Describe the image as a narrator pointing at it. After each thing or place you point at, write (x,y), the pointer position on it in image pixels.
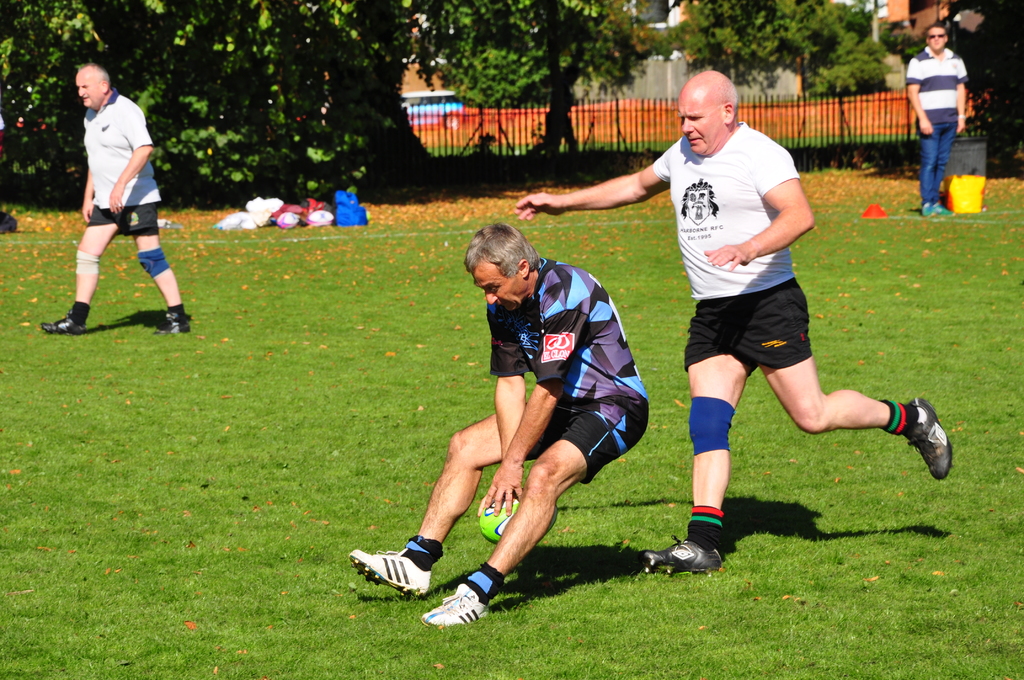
There are old men (601,366) in the ground (688,433), playing a sport with a ball (503,520). In the background (934,82) there is a man (928,108) standing and watching these members (549,348). There are some trees (157,65) and railing (495,127) here. In front of trees (292,114) there are some luggage bags (278,213).
